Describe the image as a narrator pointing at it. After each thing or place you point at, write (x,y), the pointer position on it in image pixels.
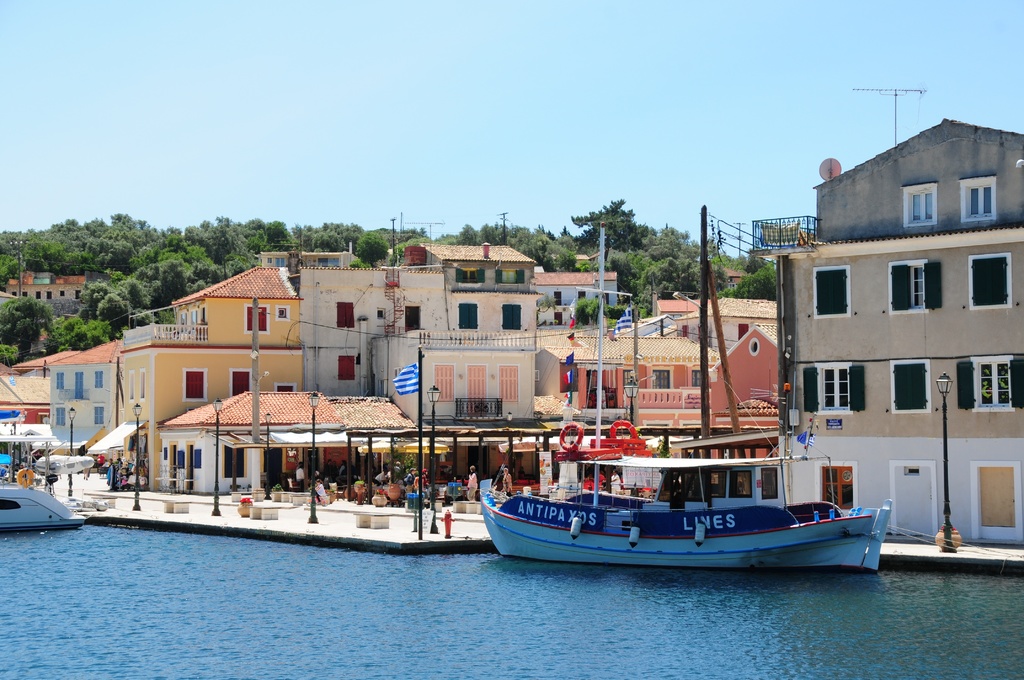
In this image there are two boats (618,558) on the river (280,612), on the other side of the river (375,612) there are trees (163,292) and buildings (437,370), in front of the building (544,371) there are lamp posts (436,454), flag posts (595,437) and there are a few people (101,472) walking on the streets (107,486).
